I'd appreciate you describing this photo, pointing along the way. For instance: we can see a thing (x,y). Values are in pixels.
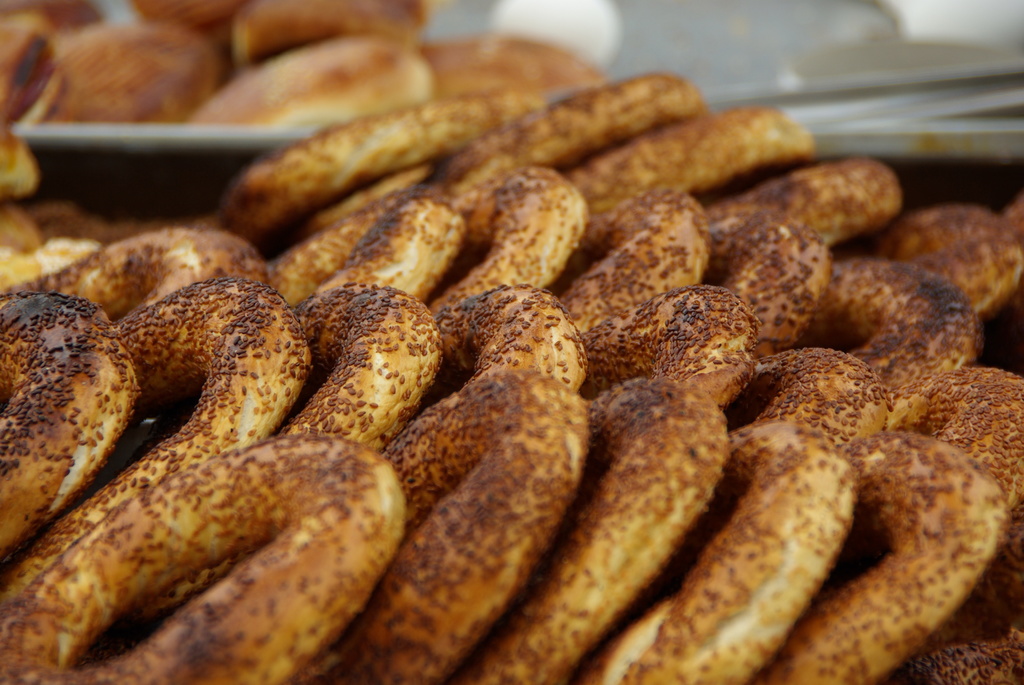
In this image we can see snacks (595,315) and there is a plate (183,142).
